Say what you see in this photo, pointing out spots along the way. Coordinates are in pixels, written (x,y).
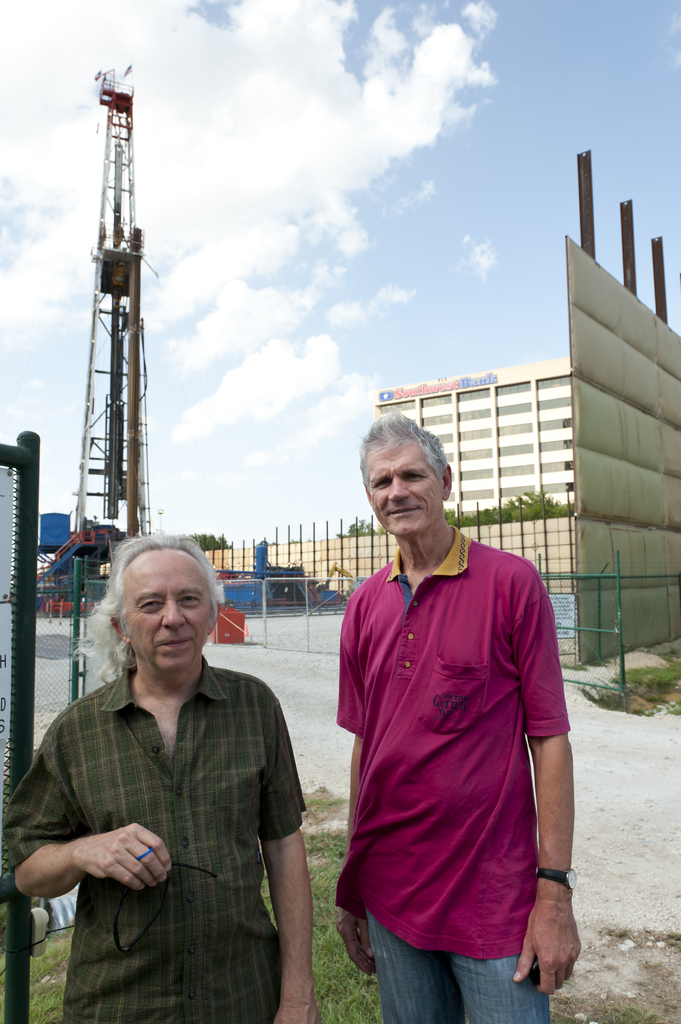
In this image there are two persons (364,742) standing in the bottom of this image (415,843). There is a fencing (579,639) in the background (559,641). There is a building (512,461) on the right side of this image (506,490). There is a tower (116,506) as we can see on the left side of this image (105,507). There is a cloudy sky (329,284) on the top of this image (350,176).
